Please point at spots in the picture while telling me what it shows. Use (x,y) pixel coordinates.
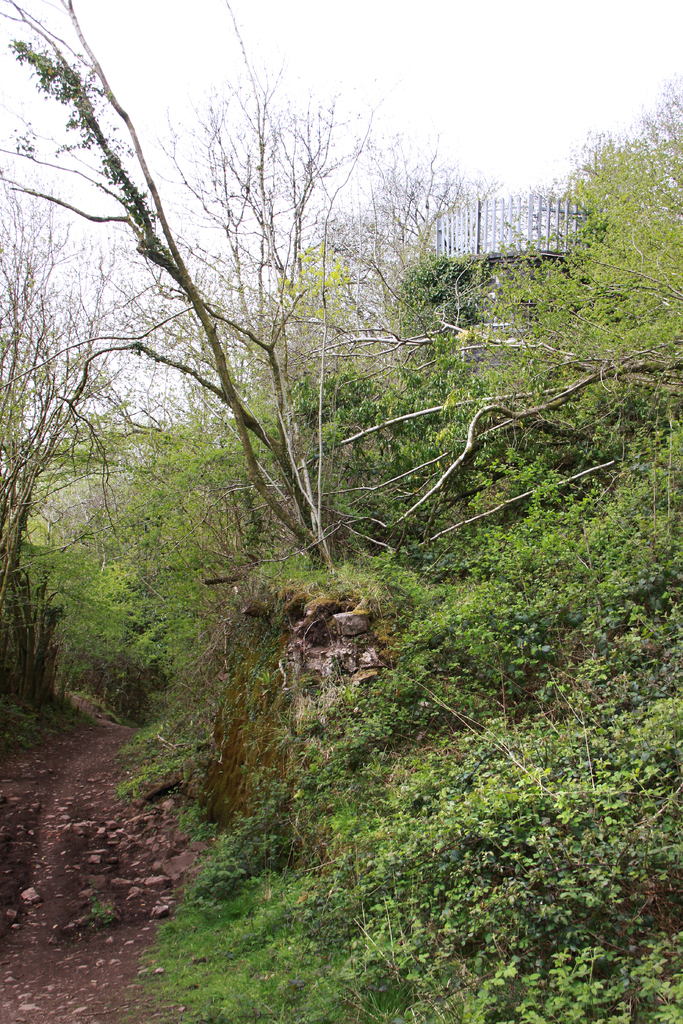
This image consists of many trees (202,447) and plants (219,913). At the bottom (148,971), there is ground (116,980). At the top (152,79), there is sky (183,138). It looks like a forest (173,554).
